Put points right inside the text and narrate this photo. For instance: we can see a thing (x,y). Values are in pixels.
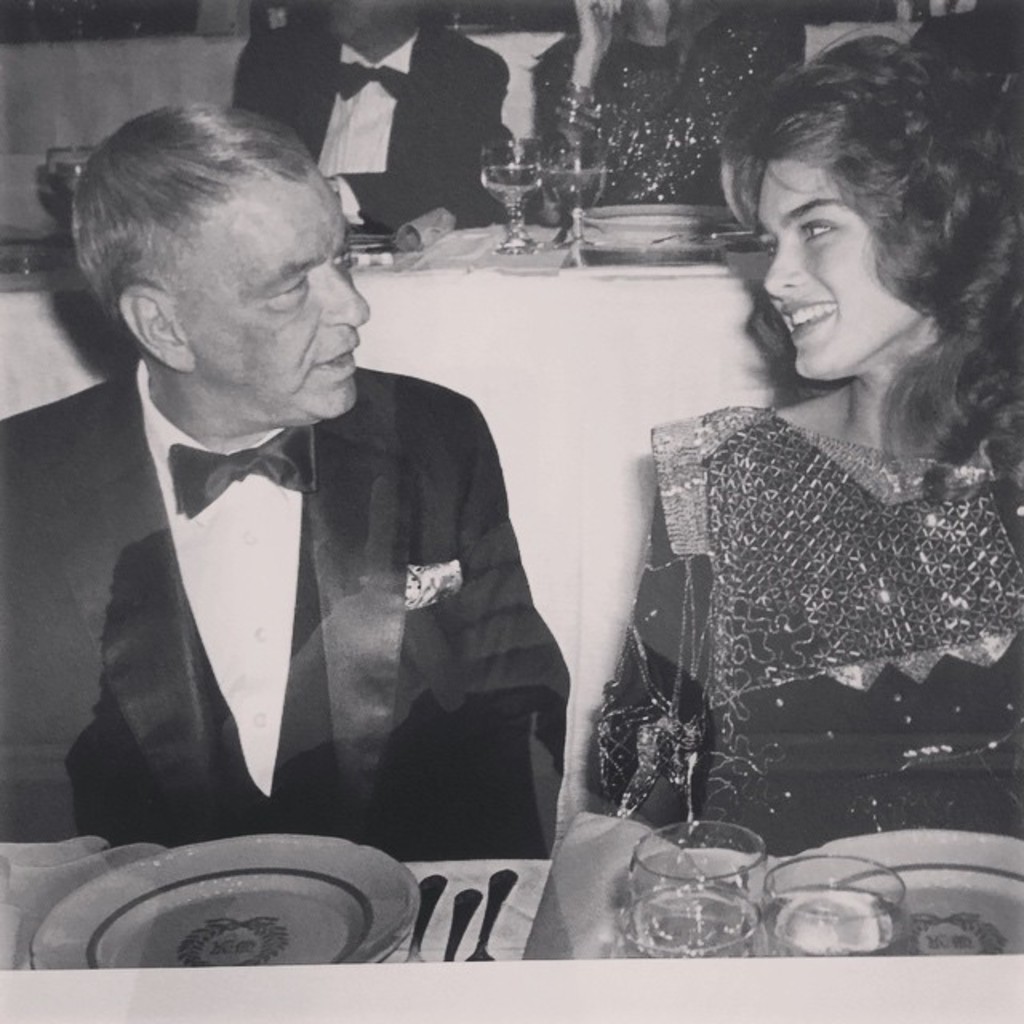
This is a black and white image. Here I can see a woman (851,362) and a man (236,390) sitting in front of the table (477,917) and smiling by looking at each other. On the table (509,918), I can see few plates (905,919), glasses (670,919) and spoons (468,898). In the background (694,382) there is another table (524,319) which is covered with a cloth (566,449) on which few objects (440,228) are placed. Behind the table (550,386) there are two persons (449,61) sitting.
